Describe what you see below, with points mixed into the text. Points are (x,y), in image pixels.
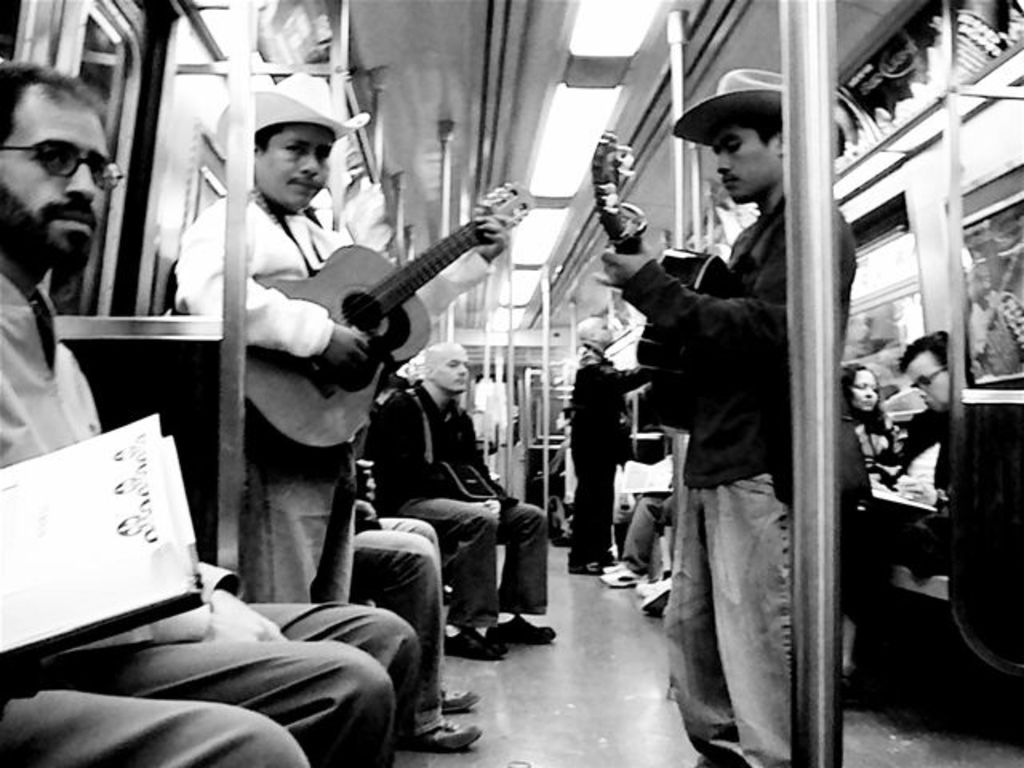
This is a picture of the inside of the train (242,297). In this picture there are two persons (705,449) who are standing and they are playing guitar (293,399) and some of them are sitting on a chair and in the center (606,423) there is one person (592,439) who is standing.
